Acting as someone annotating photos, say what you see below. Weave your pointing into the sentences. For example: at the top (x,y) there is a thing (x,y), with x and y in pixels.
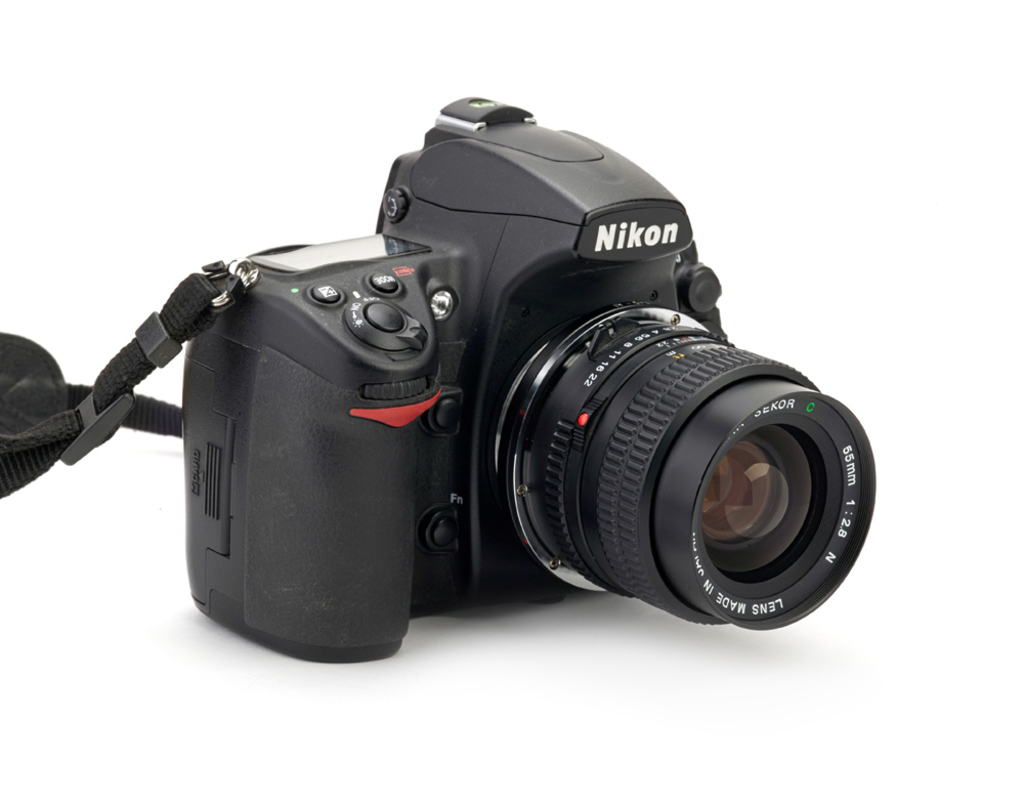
In this image I can see the black color camera (643,423) on the white color surface (680,649).
